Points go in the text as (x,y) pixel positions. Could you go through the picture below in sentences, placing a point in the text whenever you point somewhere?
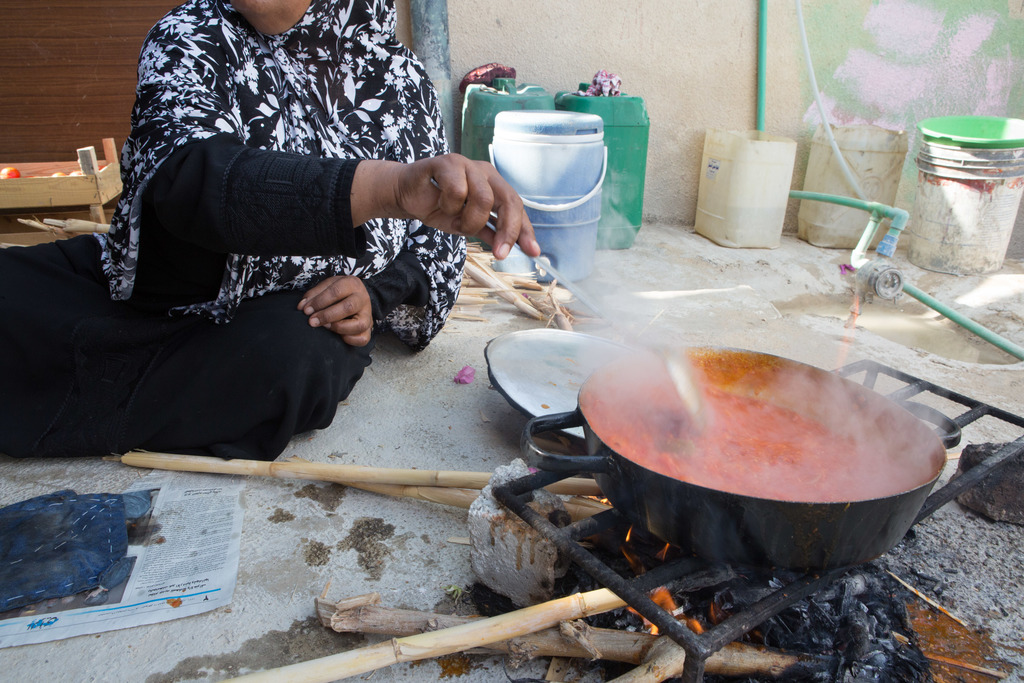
In this image I can see a woman (285,135) wearing a black color dress (255,223), she holding a spatula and in front of her I can see a stove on the stove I can see a bowl (654,508), in the bowl (682,525) I can see a food item (780,444), under the stove (634,590) I can see a fire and sticks (460,637) and at the top (561,201) I can see buckets (776,205) and pipe (877,213) and the wall (591,44).
